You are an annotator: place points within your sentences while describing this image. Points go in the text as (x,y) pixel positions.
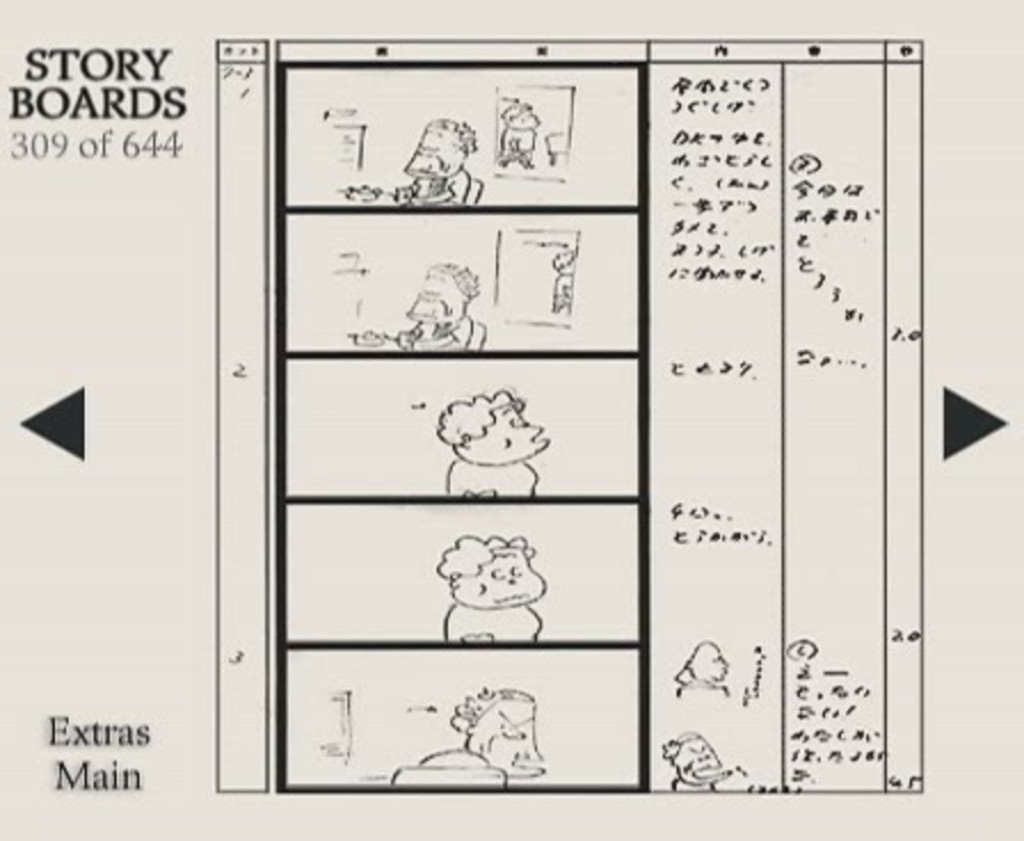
In this picture there is a white paper (606,455) on which some cartoons (543,771) are drawn. On the left side (98,138) there is a small quotes (62,113) written on it.
